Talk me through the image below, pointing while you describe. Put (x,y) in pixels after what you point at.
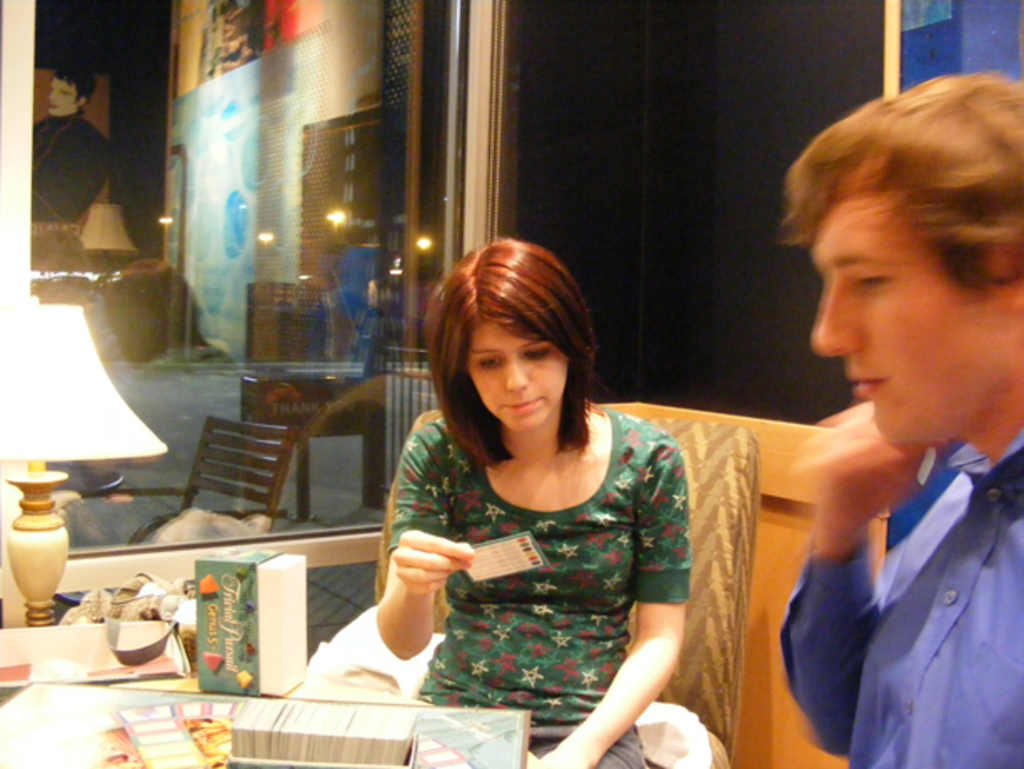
The image consists of two people (810,563) sitting beside one another, to the left side (255,731) there is a table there are some cards (185,761) on the table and also a lamp (40,500), in the background (325,235) there is a glass (330,135) and a black color wall (577,128).
